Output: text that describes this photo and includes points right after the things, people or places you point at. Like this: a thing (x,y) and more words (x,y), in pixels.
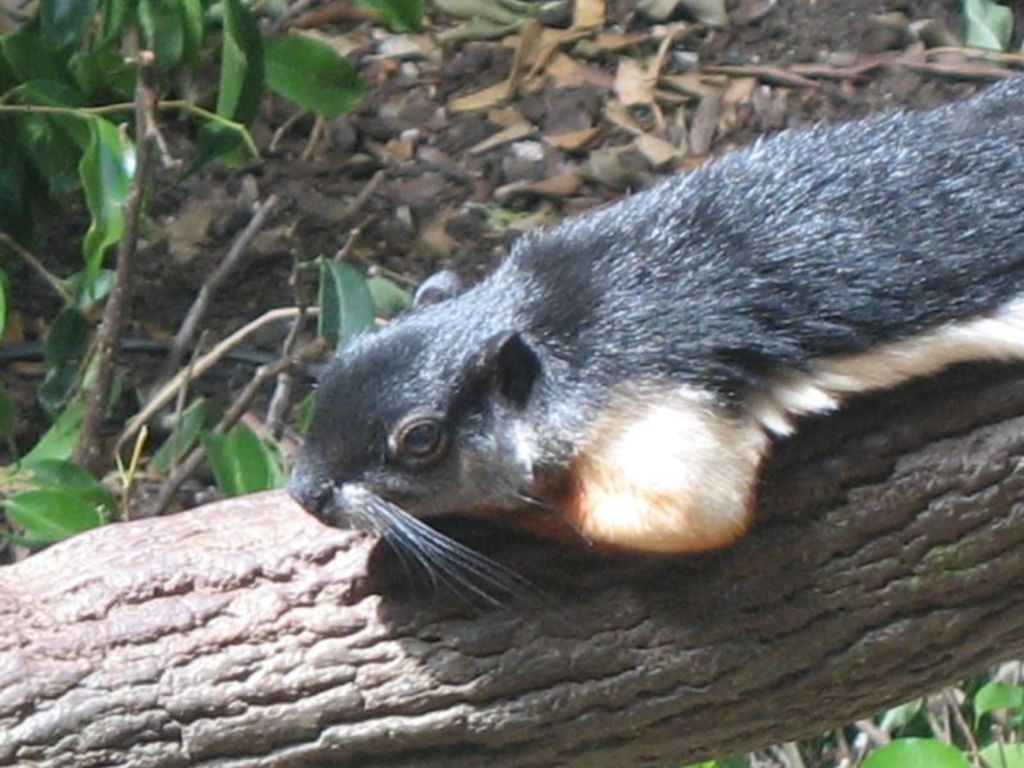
This picture shows a animal (722,429), It is black and white in color on the tree bark (142,543) and we see leaves (4,160).
